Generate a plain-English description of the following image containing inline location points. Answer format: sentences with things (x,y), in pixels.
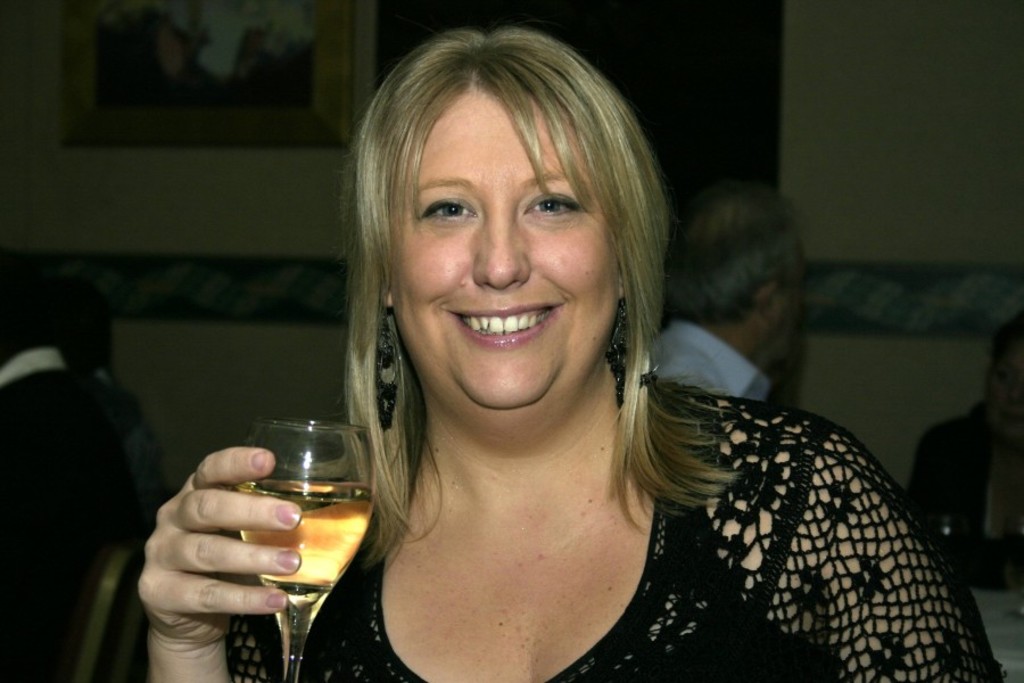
In the image we can see one woman (561,383) holding wine glass (367,487) and she is smiling. In the background (1013,171) there is a wall (955,140) and few persons (36,371) were sitting on the chair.
